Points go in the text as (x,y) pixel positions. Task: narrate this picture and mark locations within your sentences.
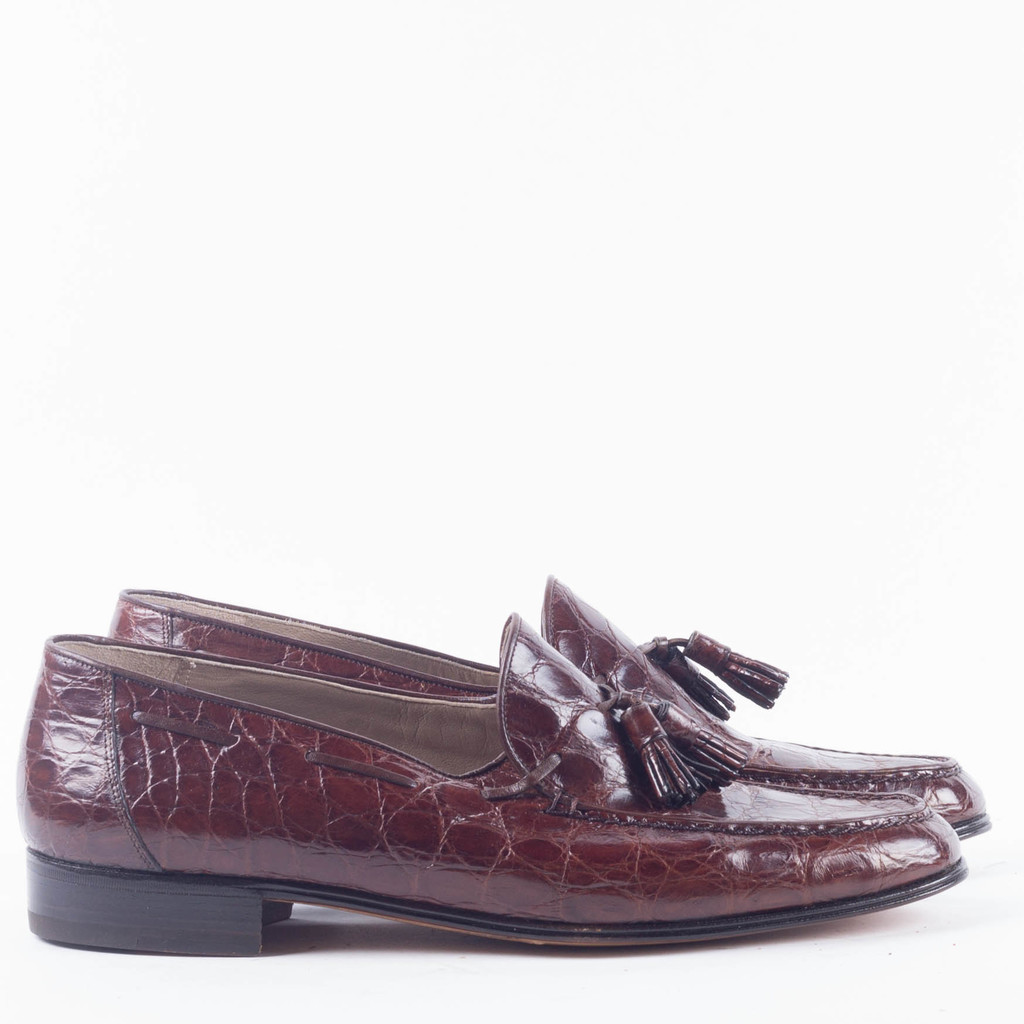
In this image we can see a pair of shoes (539,764).
